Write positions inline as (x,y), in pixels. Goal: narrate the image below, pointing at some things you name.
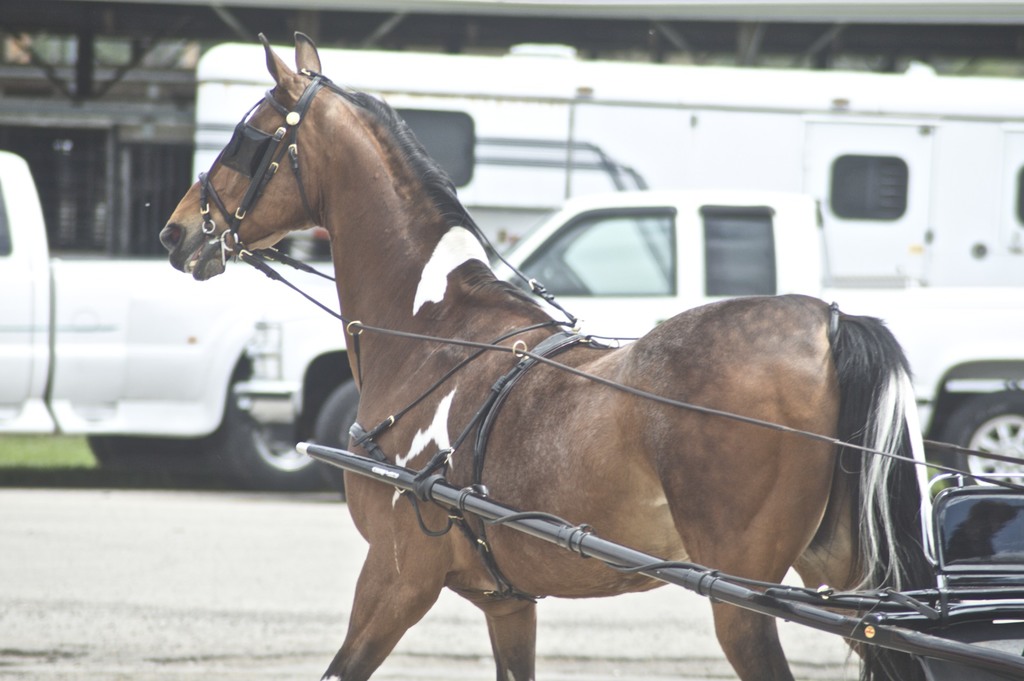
In this image there is a horse (401,310) with a leash (555,362) which is attached to the cart (507,518). And there are cars (148,387), trailer (662,151) on the road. And at the background (136,105) there is a building (627,27) and grass (52,462).
